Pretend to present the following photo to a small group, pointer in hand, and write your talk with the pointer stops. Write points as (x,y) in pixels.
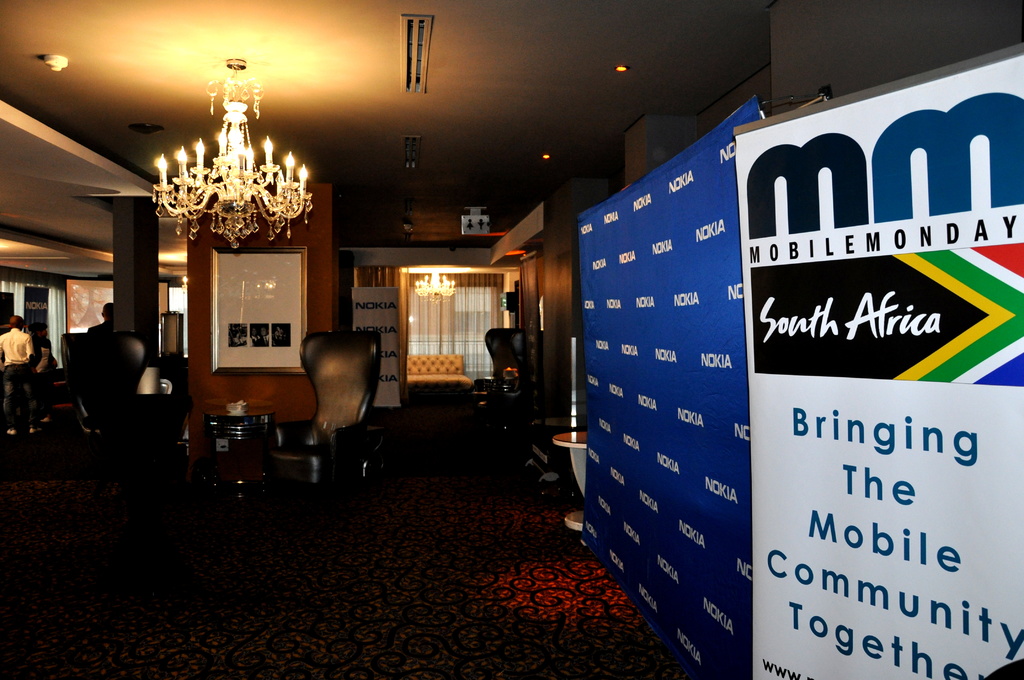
In the picture we can see a hotel room (696,123) with some hoardings (773,593) kept on the stand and in the background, we can see some chairs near the wall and besides, we can see some people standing and to the ceiling (41,91) we can see a candle stand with candles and to the floor (427,626) we can see a floor mat (439,578) which is red in color.
